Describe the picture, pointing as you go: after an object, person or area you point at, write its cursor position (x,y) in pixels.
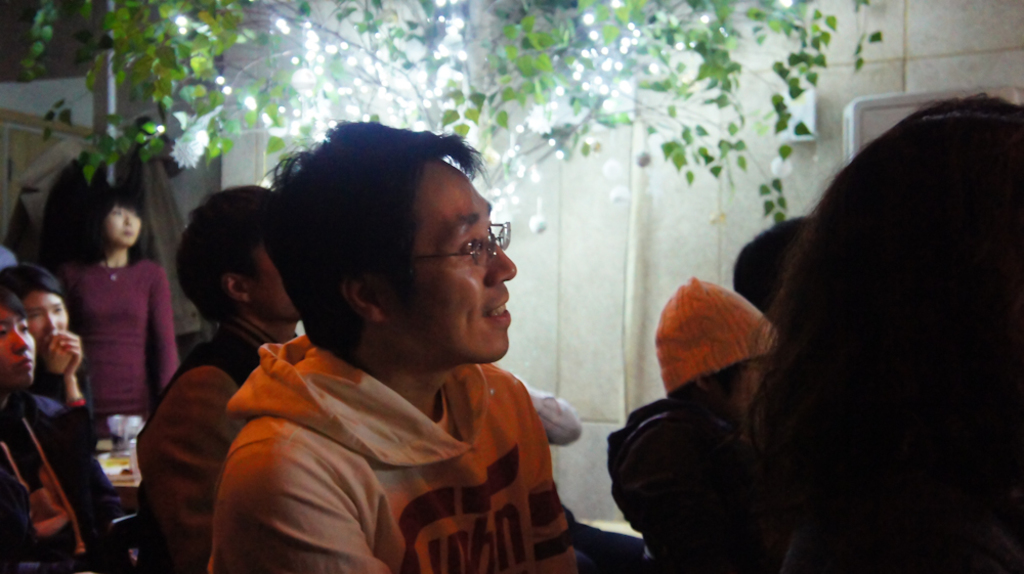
In this image, there are a few people (147,459). We can see some objects (121,470). We can see the wall (569,326). We can also see a tree (562,101) and some lights (333,47). We can also see a pole (113,131).
